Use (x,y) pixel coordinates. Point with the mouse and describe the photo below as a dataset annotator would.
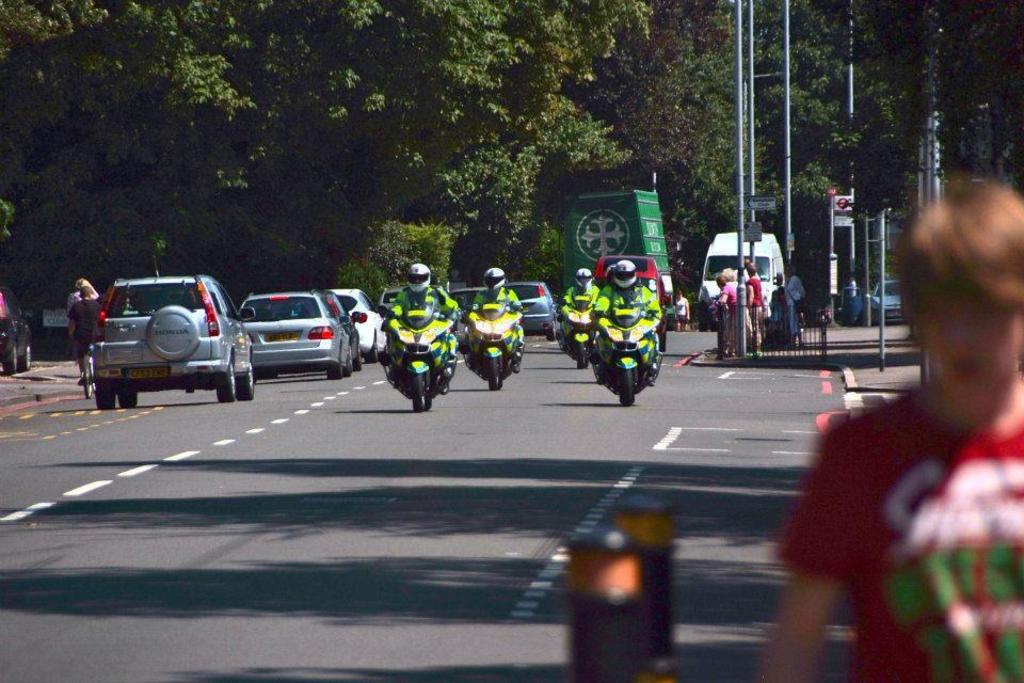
In this picture there are few people (573,307) who riding motorcycles (576,357). There are some cars (278,337) on the road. There is a man (89,329) riding a bicycle (92,376). There are few people (732,301) standing on the path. There is a person (885,537) standing on the road (841,614). There are trees (873,189), poles (884,244), signboard (835,214) and a green object (631,223) at the background (611,223).
